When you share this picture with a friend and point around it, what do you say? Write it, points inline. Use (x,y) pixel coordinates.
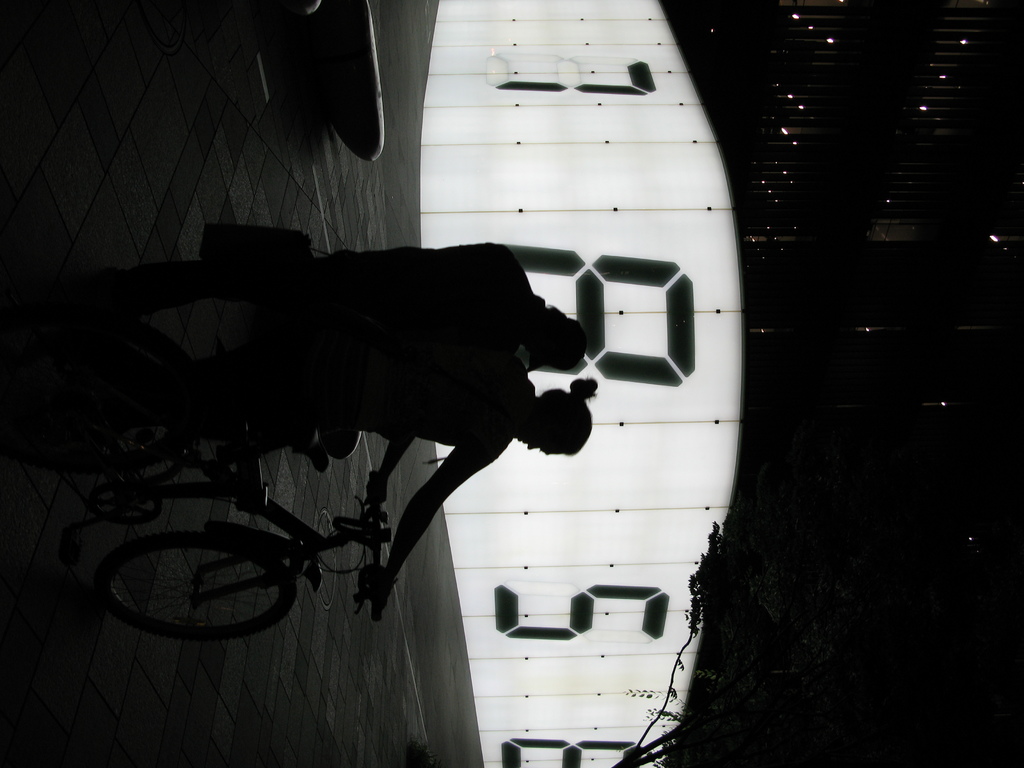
In this picture we can see few people (417,397), they are seated on the bicycle (343,522), in front of them we can see a tree (804,594) and few lights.
